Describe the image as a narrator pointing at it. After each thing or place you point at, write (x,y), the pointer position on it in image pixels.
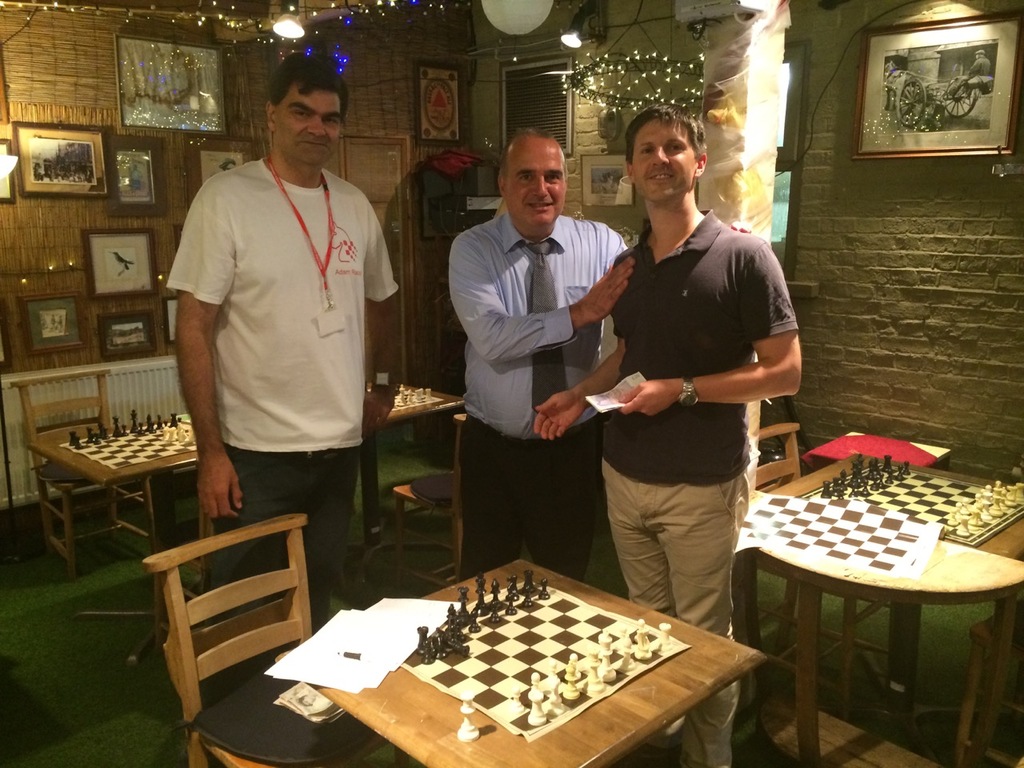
In this image there are three persons (478,425) who are standing and there are chess boards (561,644) around them and at the top of the image (956,100) there are sceneries (964,70) attached to the wall (445,49).
